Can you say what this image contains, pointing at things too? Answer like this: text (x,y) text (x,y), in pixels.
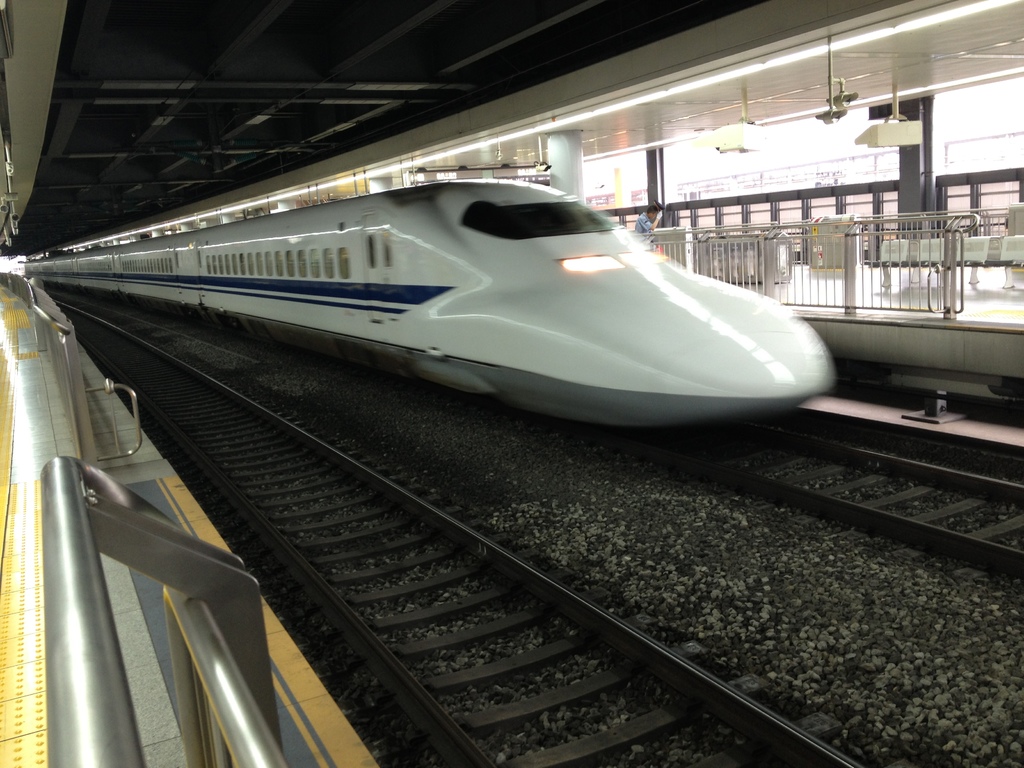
This picture is clicked in the metro station (798,216). At the bottom (580,576), we see the railway tracks (553,588) and stones (800,610). We see a metro train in white color is moving on the tracks (825,495). On the left side (139,530), we see the metal rods (151,539), a light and the platform (142,695). On the right side (924,225), we see the railing (766,243) and a man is standing on the platform (828,300). In the background (848,184), we see the railing (986,180). At the top (225,69), we see the lights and the roof (339,55) of the platform (904,290).
